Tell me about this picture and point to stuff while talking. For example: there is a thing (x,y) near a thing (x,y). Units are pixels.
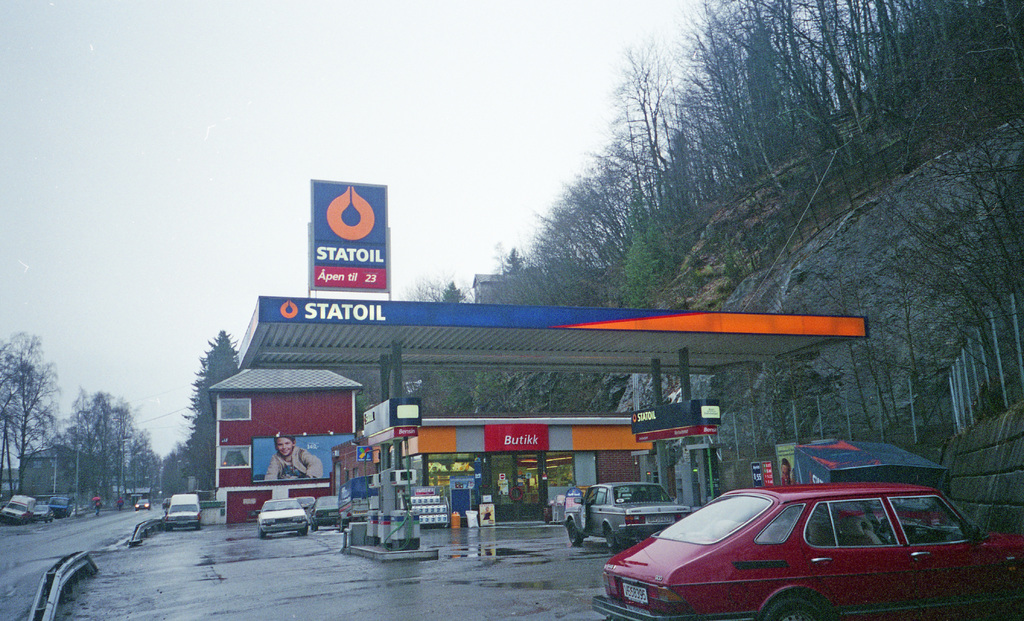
In this image in the center (677,335) there is petrol bunk (520,436), and also we could see some vehicles (909,501), poles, boards (517,436) and some objects (461,503). In the background (77,428) there are trees (21,459) buildings (55,464), poles (78,485) and on the left side (50,513) there are some vehicles (31,515) and some people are walking. At the bottom of the image (580,597) there is road (401,597), and at the top (255,126) there is sky (255,126). On the right side (685,152) there is a pole (974,399) and some trees (918,307) and rocks (873,249).
